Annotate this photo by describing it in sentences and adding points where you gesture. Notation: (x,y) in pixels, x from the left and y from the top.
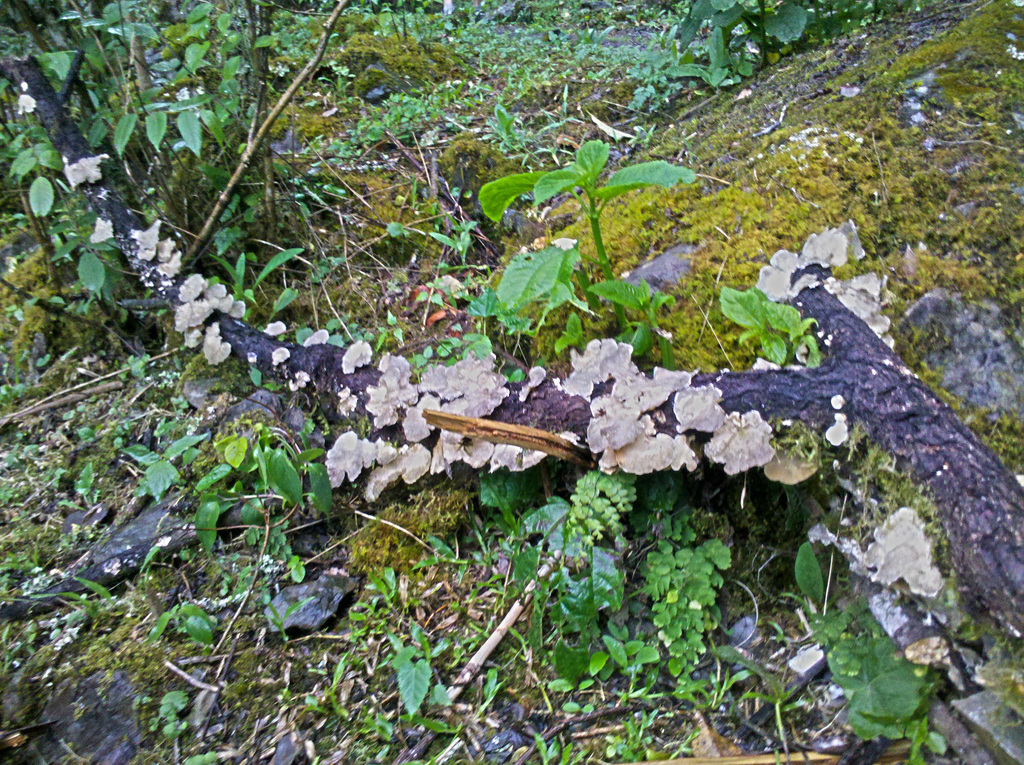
In this image there is a trunk (410,441) of the tree (347,404) fallen on the ground (229,249), there are plants (382,339), grass (480,28) and some leaves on the ground (821,194).
